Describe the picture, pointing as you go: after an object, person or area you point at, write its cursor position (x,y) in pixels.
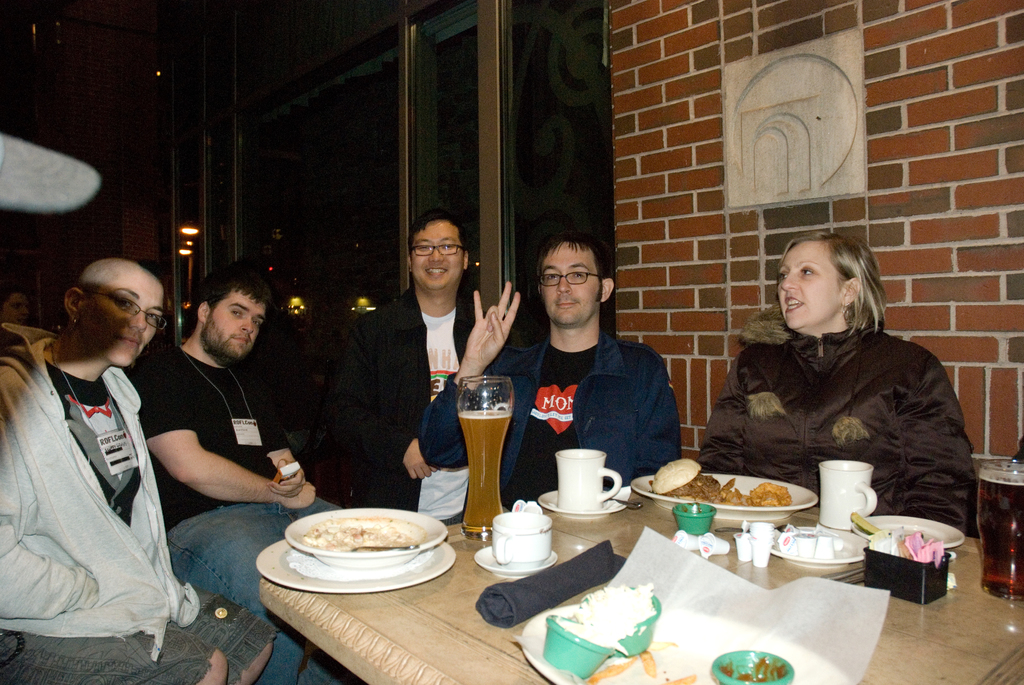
In this image there are people (311,512) sitting on chairs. There is a table (459,558) on which there are glasses (998,548), plates (775,507) and other objects (605,558). To the right side of the image (778,207) there is a wall (625,101).
